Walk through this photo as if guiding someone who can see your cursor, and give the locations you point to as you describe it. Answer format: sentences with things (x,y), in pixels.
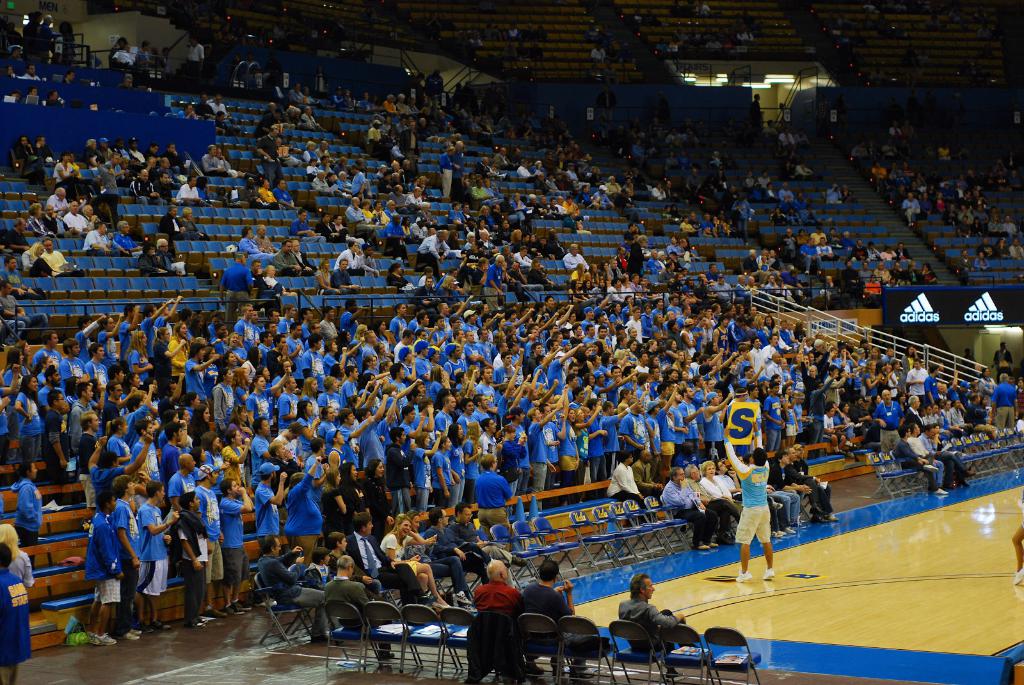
In this image there are a group of persons (402,376) standing, there are a group of persons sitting on the chair (422,607), there is a man (757,491) standing, he is holding an object (737,441), there is a wooden floor (914,571) towards the right of the image (908,595), there is a board (915,305) towards the right of the image (961,304), there is text (963,320) on the board (978,306), there are lights (723,84), there is a man (7,605) standing towards the bottom of the image (19,624), there are objects (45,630) towards the left of the image (30,103), there is a wall (179,44) towards the top of the image (113,31).
